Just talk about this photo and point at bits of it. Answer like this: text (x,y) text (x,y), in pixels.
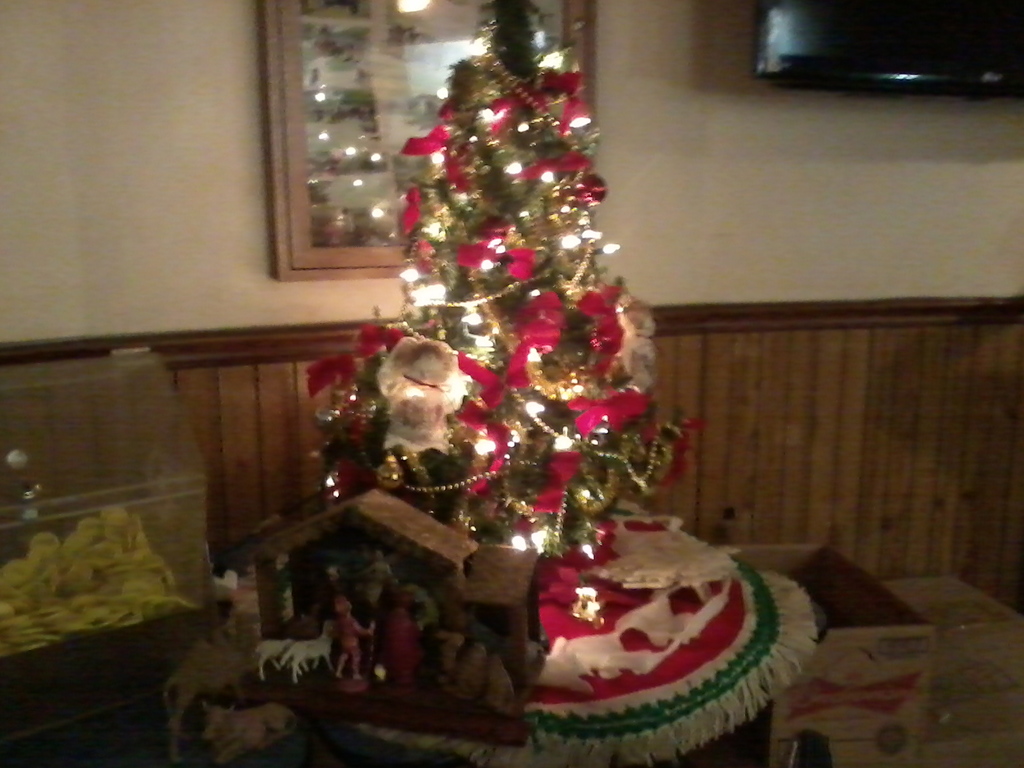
In this picture there is a christmas tree (562,348) in the center of the image (534,276), on the table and there is a model of house (459,602) at the bottom side of the image (433,606), there is a portrait (295,38) and a television (820,67) in the background area of the image (842,35) and there is a container (35,572) on the left side of the image (136,464).
